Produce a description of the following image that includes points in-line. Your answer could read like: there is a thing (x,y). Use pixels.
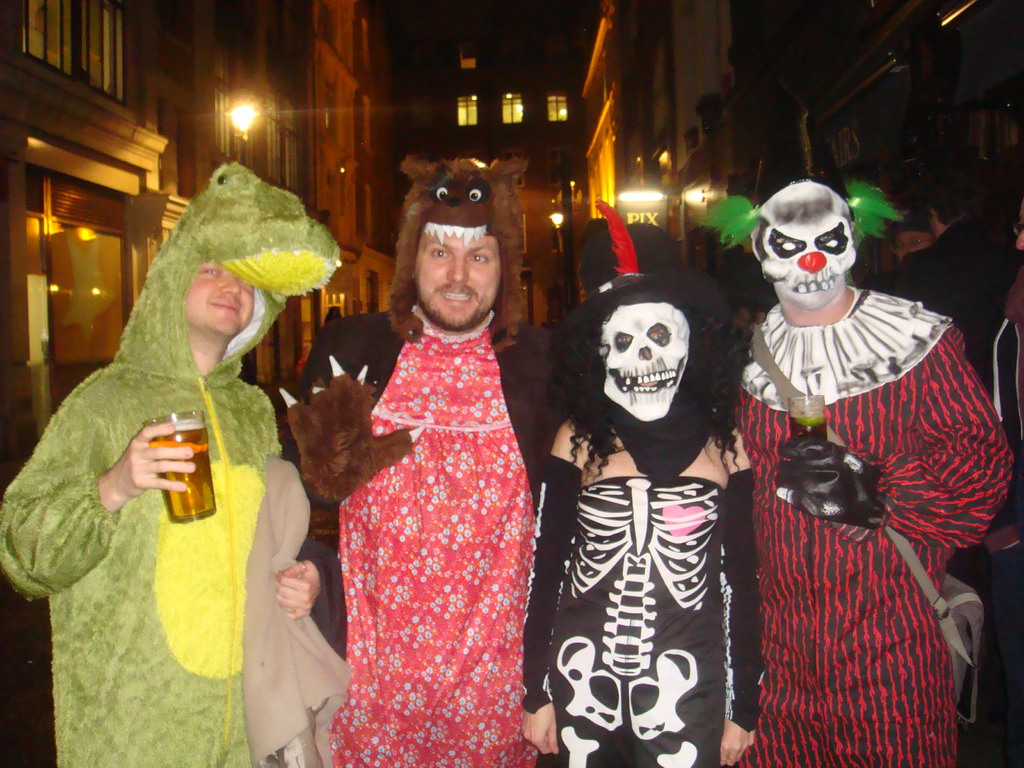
In this image we can see there are four people (377,578) standing and they are in different costumes (474,563). On the right (887,560) and left of the people (830,632) holding a glass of drink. In the background (287,157) there are buildings (589,137).
